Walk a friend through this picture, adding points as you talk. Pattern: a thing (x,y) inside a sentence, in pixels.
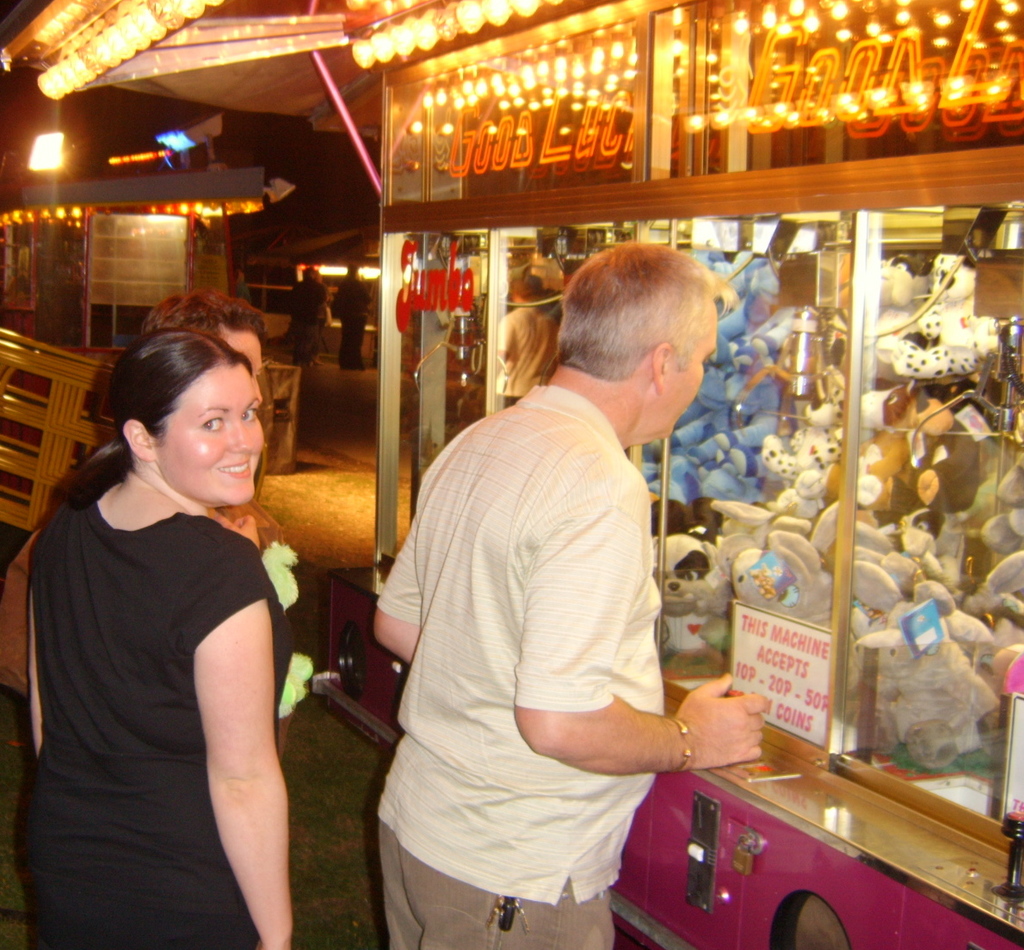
In this picture there is a woman (119,897) standing and smiling and there are two persons (496,669) standing and there are toys (753,358) behind the glass (969,661) and there is a board (783,649) and there is text (759,684) on the board (787,678). At the back (200,201) there are group of people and there are lights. At the bottom (346,781) it looks like a grass (318,780).
